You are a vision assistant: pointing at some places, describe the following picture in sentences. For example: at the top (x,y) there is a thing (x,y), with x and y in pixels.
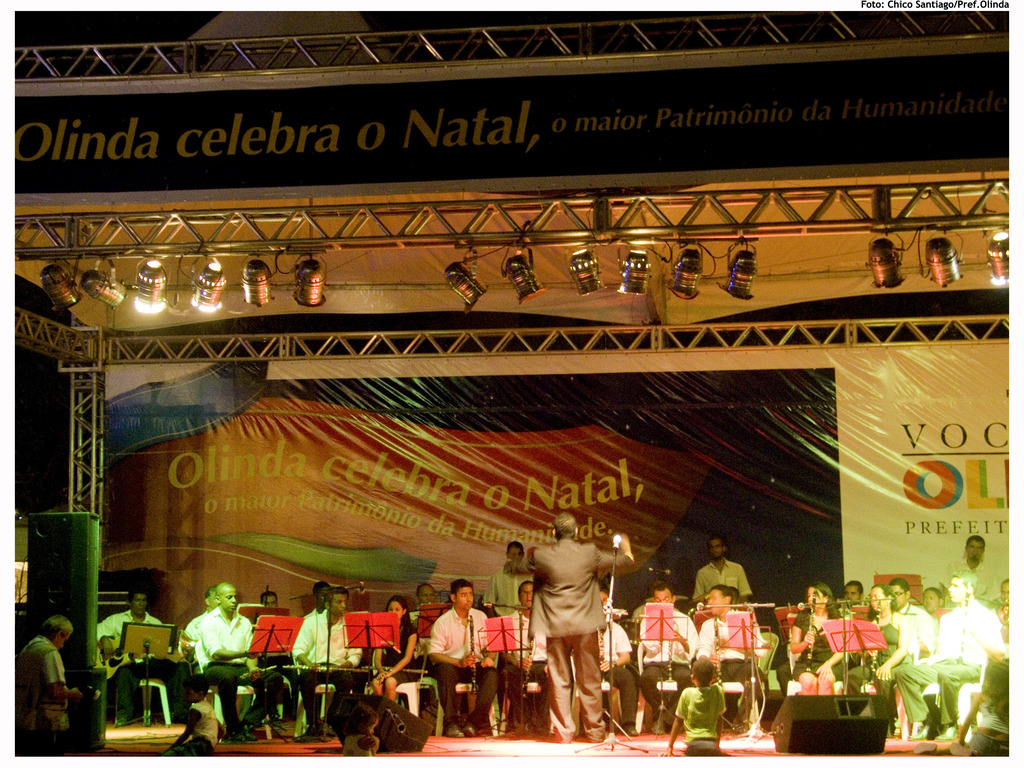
In the foreground (344,607) I can see a group of people (311,642) are sitting on the chairs (501,690) in front of boards (868,645) and few (593,663) are standing on the stage (479,749). In the background (436,469) I can see posts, metal rods (279,353), lights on a rooftop (437,287), text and speakers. This image is taken, may be on the stage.
